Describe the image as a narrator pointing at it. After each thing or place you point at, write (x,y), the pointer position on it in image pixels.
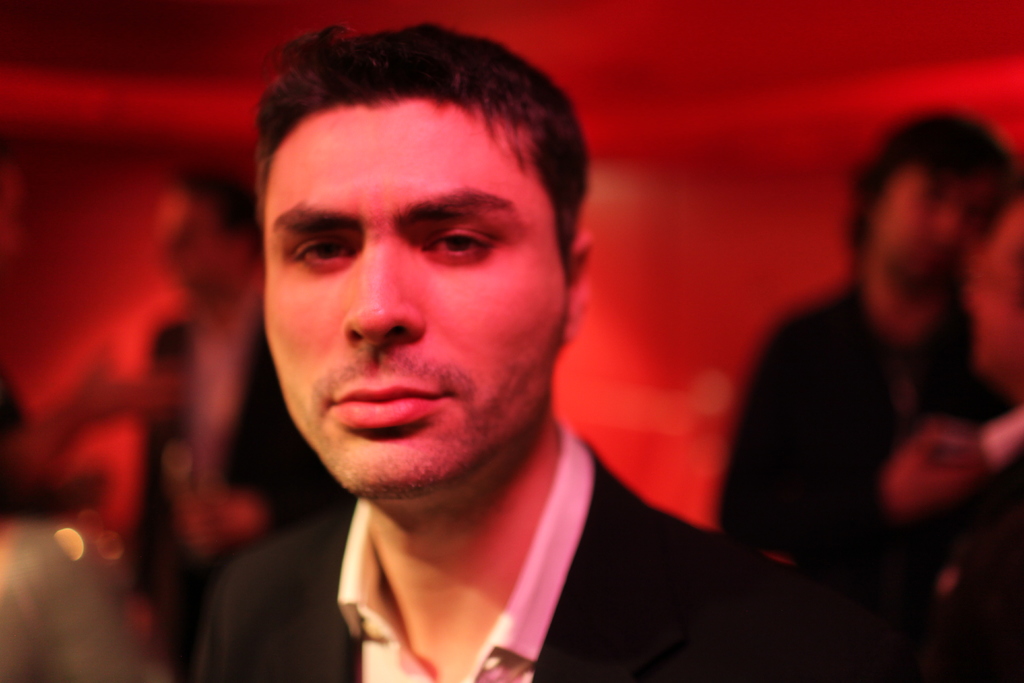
In this picture we can see people (914,167). Background (733,366) portion of the picture is red in color.
